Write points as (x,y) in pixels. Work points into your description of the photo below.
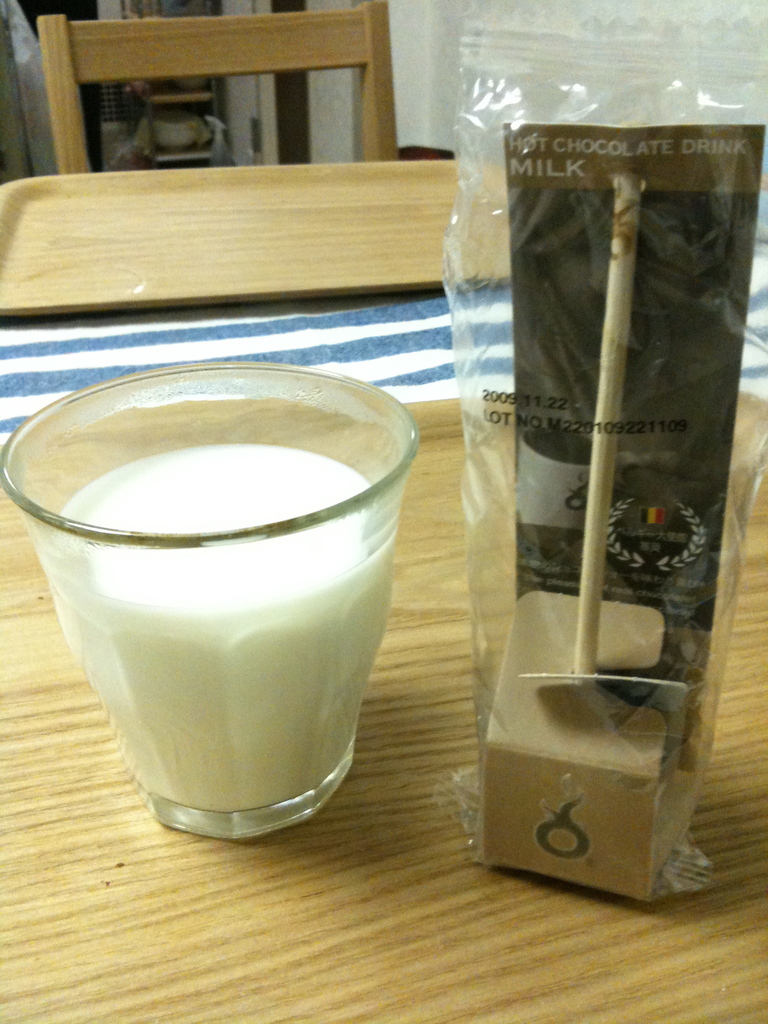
In this image, There is a table (714,930) which is in yellow color on that table (430,895) there is a glass (205,773) which contain white liquid (243,636), There is a object (665,685) kept on the table (108,1017) which is packed in the cover (543,231), In the background (208,229) there is a chair (250,59) which is in yellow color and there is a plate (234,269) which is in yellow color kept on the table (15,959).
